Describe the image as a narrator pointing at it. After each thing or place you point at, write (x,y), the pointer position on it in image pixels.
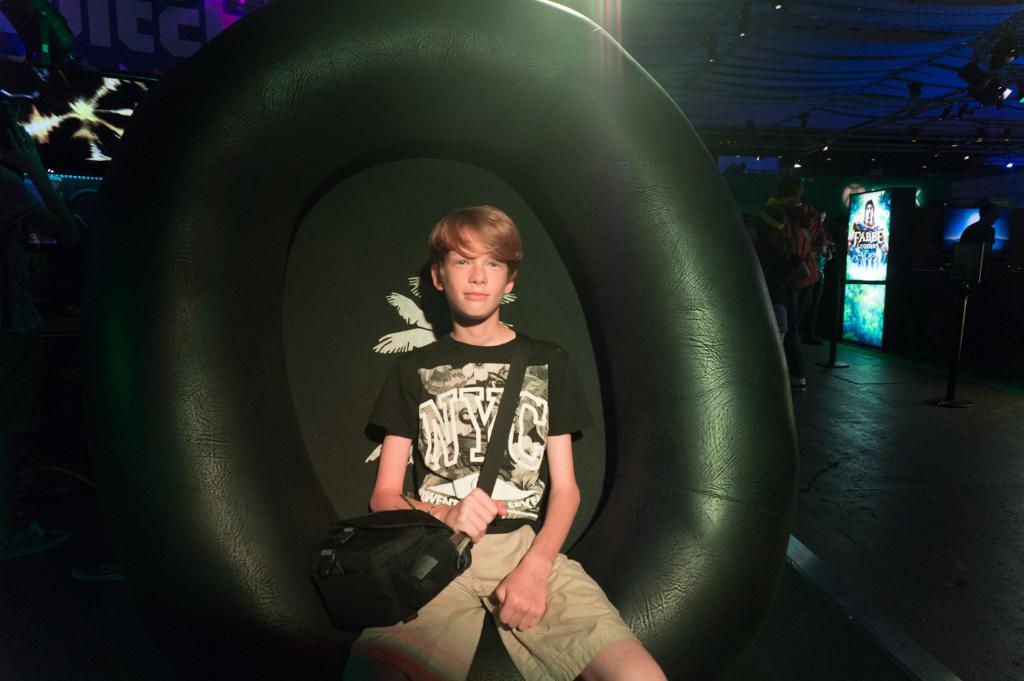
There is a boy (508,270) in a t-shirt (537,380), smiling, wearing a handbag (508,405) and sitting on an object (674,561). In the background (869,322), there are other persons (797,222), a hoarding (882,226) and there are lights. And the background (971,25) is dark in color.
